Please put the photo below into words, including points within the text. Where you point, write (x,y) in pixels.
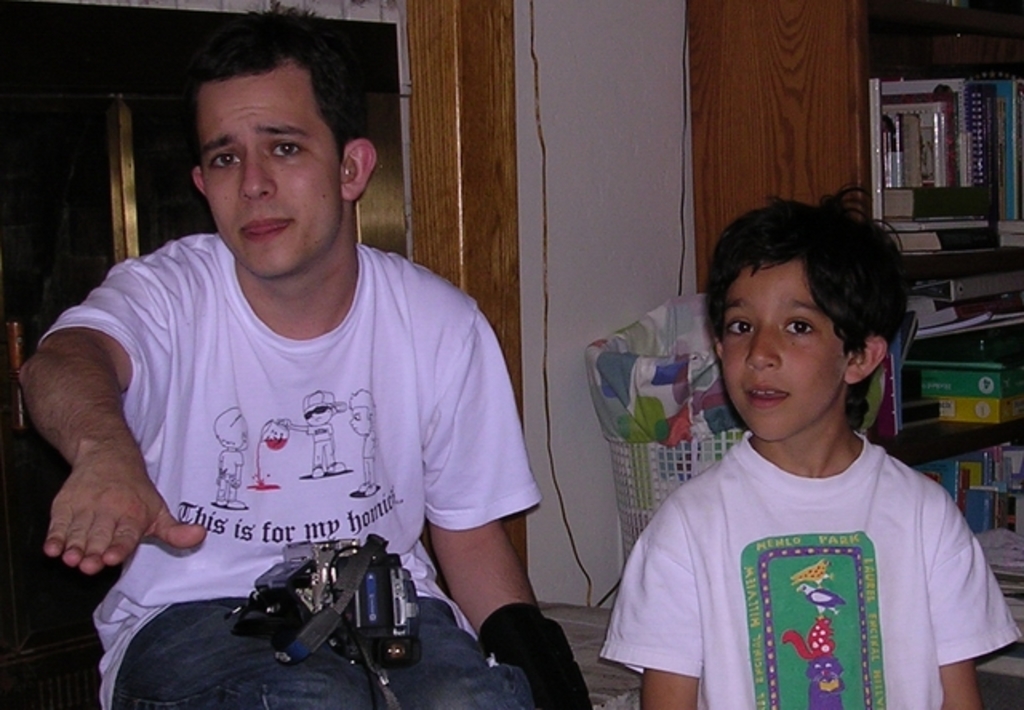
There is a man (372,709) sitting and holding an object (262,604), beside this man (390,455) there is a boy (819,424) standing. In the background (919,195) we can see basket (669,456), books (971,475) and objects (988,286) in racks (700,111) and wall (663,137).
